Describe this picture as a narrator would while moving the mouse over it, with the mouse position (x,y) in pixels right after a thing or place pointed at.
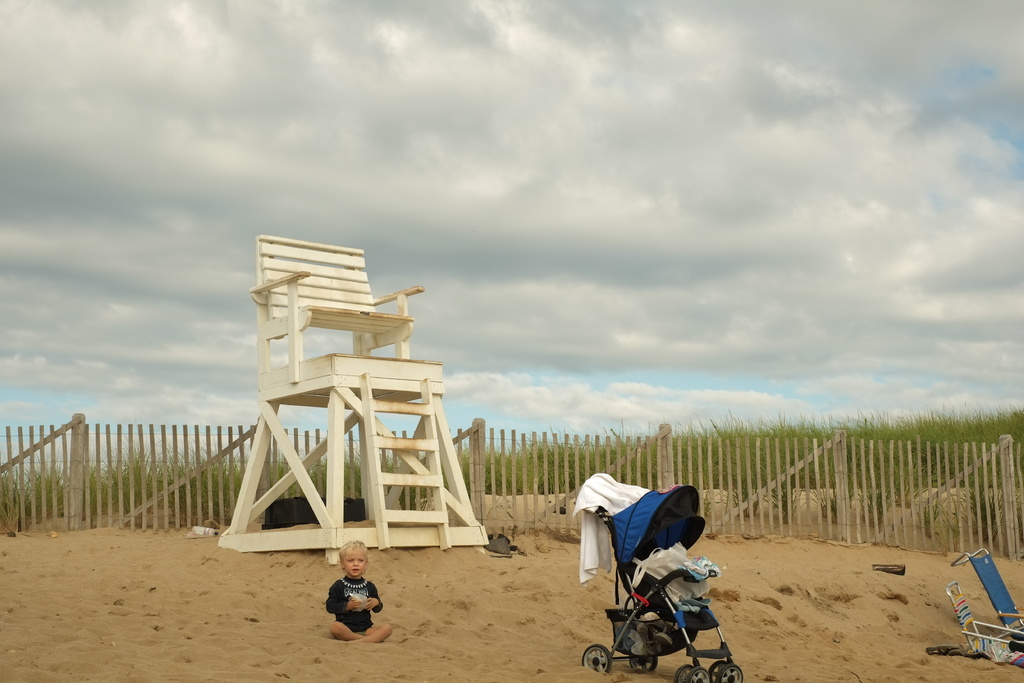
The girl (356,552) in the middle of the picture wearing black dress (351,614) is sitting on the sand (404,641). At the bottom of the picture (657,508), we see a trolley (645,545) in which babies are carried and we even see the sand (518,653). Behind her, we see a wooden thing (347,386) which is having staircase (391,412) and a bench (360,283). Behind that, we see a fence (564,452) and grass (811,447). At the top of the picture (600,190), we see the sky (651,221).
